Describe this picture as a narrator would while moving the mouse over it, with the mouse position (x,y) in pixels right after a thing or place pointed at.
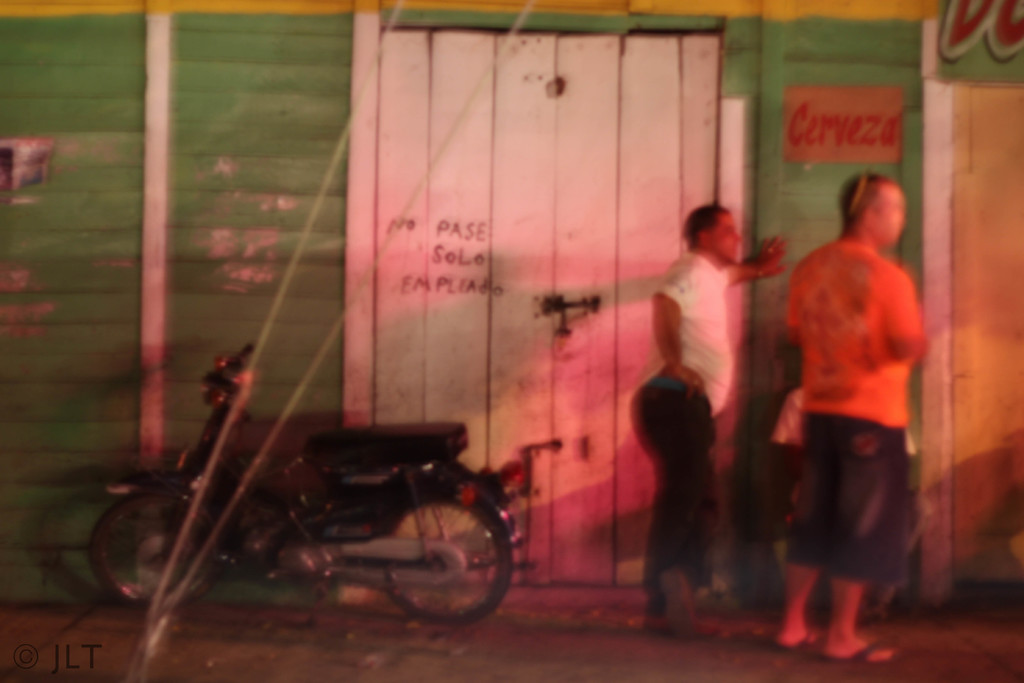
In this image we can see a bike (457,480) and two men (683,550) are standing on the road (897,681). In the background (125,205), we can see wooden wall (838,178) and a door (558,220).
